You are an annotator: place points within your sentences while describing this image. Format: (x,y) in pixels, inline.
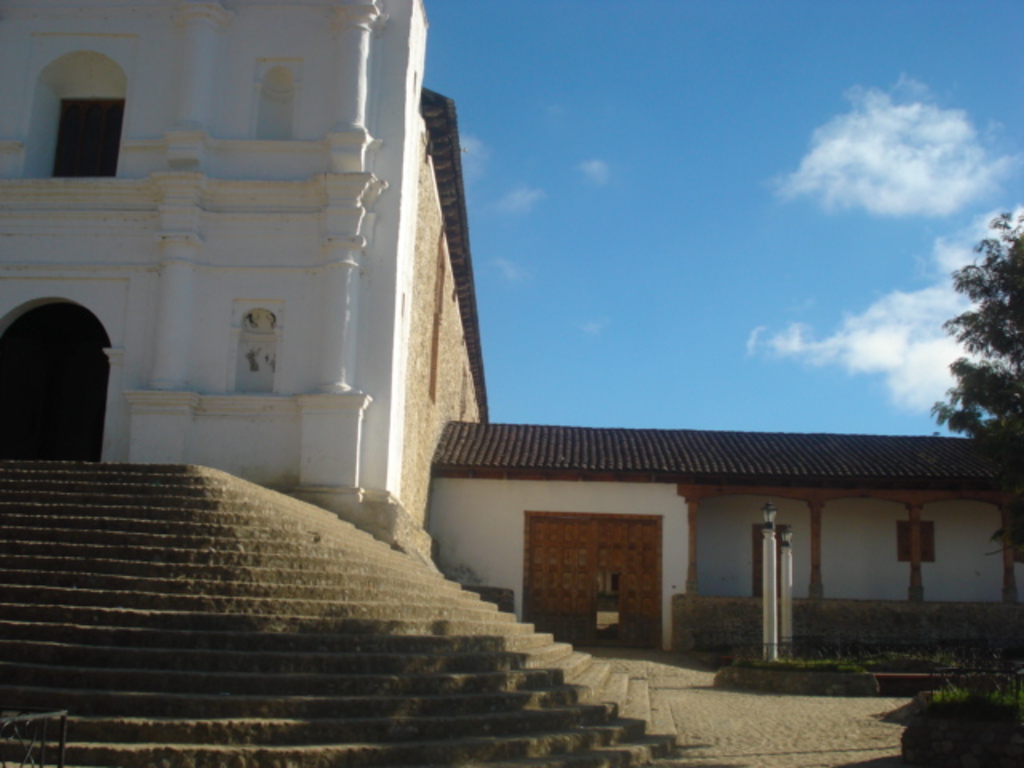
In the picture I can see a building (345,409) on the left side (92,143) and I can see the arch design construction (90,83). I can see the staircase (16,666). There is a house (678,551) on the right side (843,457). I can see a tree (975,314) on the right side (992,275). There are clouds (849,135) in the sky (699,120).
